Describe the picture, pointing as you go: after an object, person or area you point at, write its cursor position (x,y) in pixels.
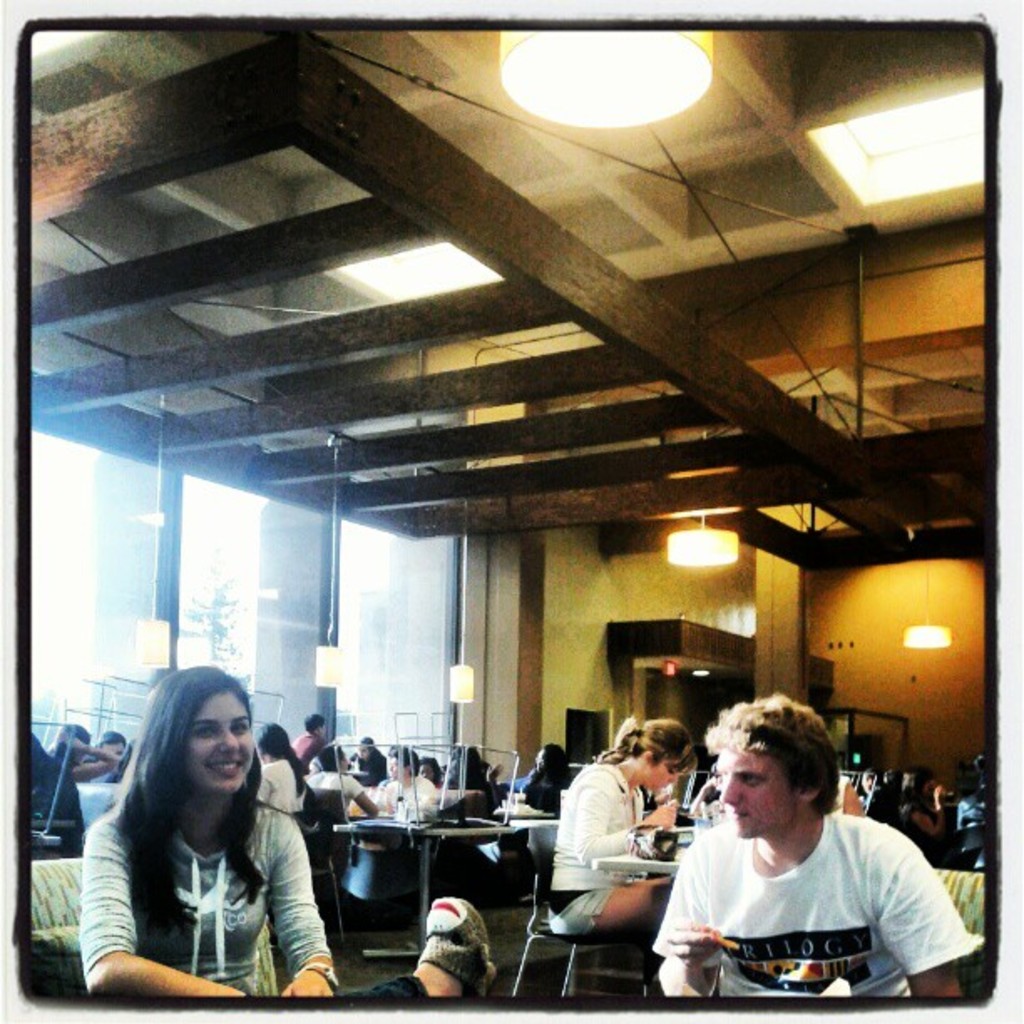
I can see in this image a group of people (190,816) are sitting on the chair (976,896) in front of a table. In the front (268,877) I can see a woman (292,851) and man (834,832) are sitting together, the woman (184,880) is smiling in the background (891,618). I can see a wall (649,597), a light (702,563) and ceiling (459,444).
